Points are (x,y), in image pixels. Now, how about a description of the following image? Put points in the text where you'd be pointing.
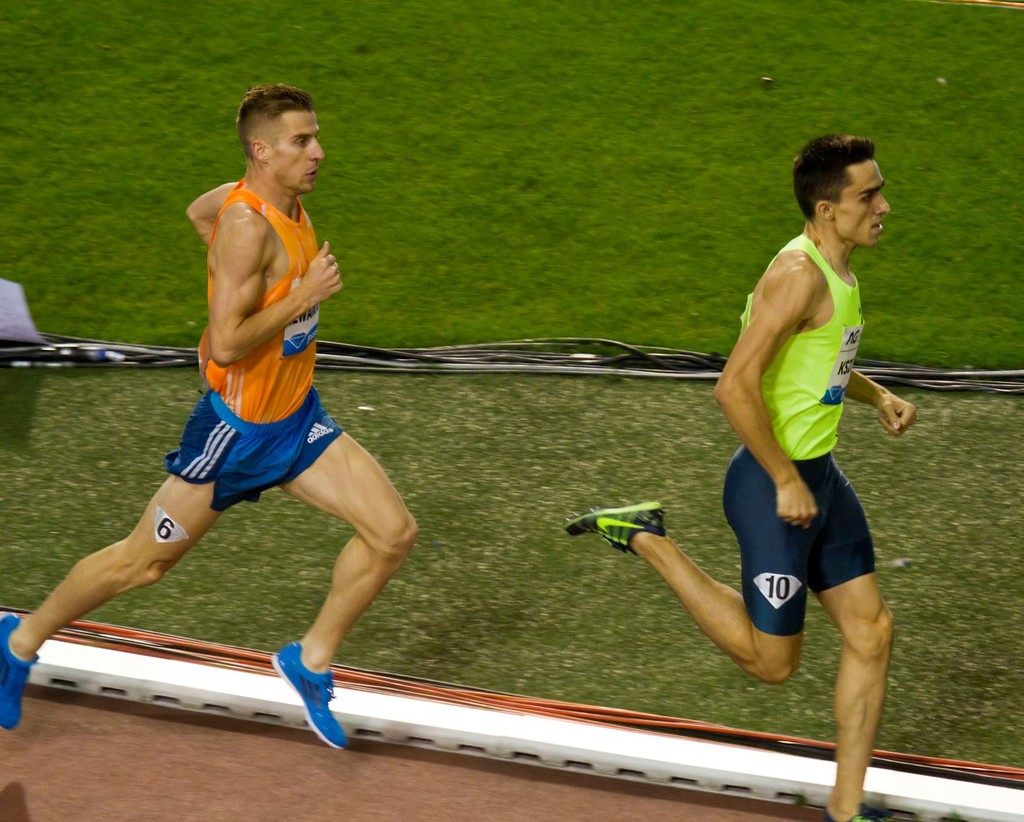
There are two men (246,341) running. And they are wearing chest numbers (306,339). Also there is another number (161,510) on the leg (144,538). In the back (519,226) there is grass lawn (560,132) on the ground (582,137). Also there are wires (412,371) on the ground (497,384).
